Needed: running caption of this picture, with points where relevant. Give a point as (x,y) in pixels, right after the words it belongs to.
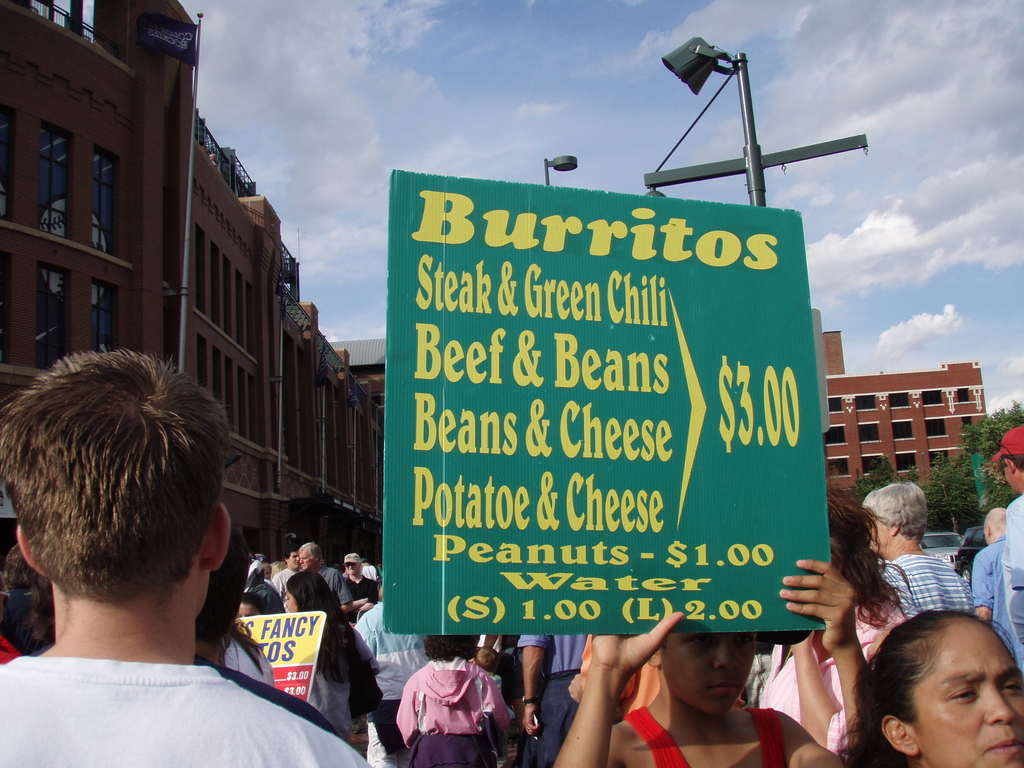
In this image there are people (849,634) standing on the road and few (324,666) are holding posters (408,462), on that poster (569,485) there is some text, in the background (271,449) there are buildings (54,335), poles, trees (995,468) and the sky (514,25).
